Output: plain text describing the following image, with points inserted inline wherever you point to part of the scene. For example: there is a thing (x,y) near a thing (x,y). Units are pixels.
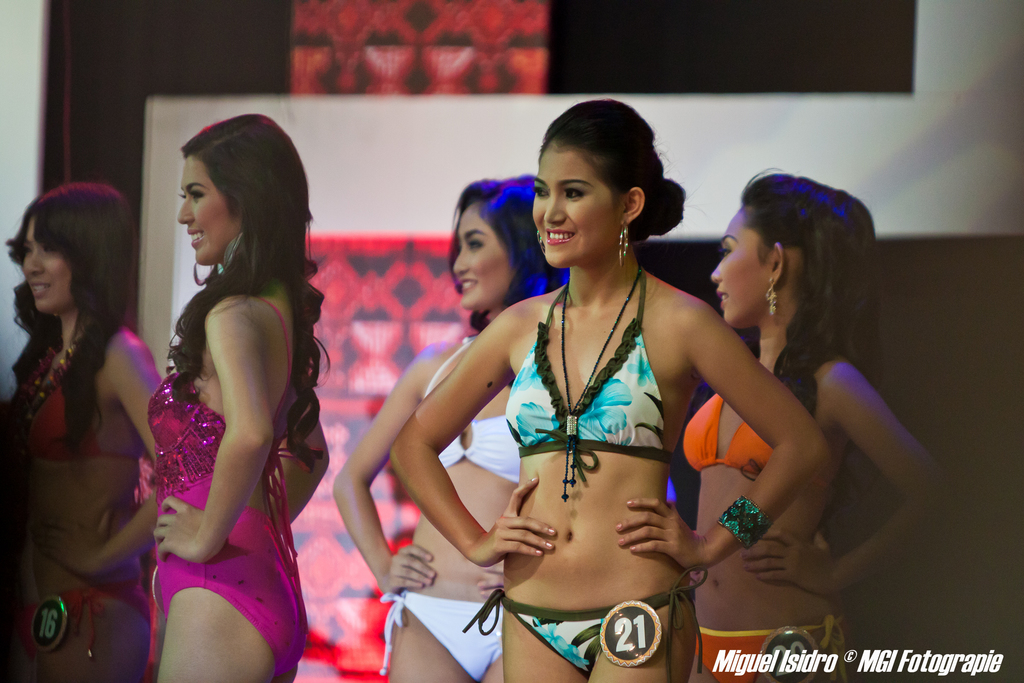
In this image we can see a few people (460,433) standing and smiling, at the bottom of the image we can see the text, in the background (688,144) it looks like the wall (688,144) with images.
